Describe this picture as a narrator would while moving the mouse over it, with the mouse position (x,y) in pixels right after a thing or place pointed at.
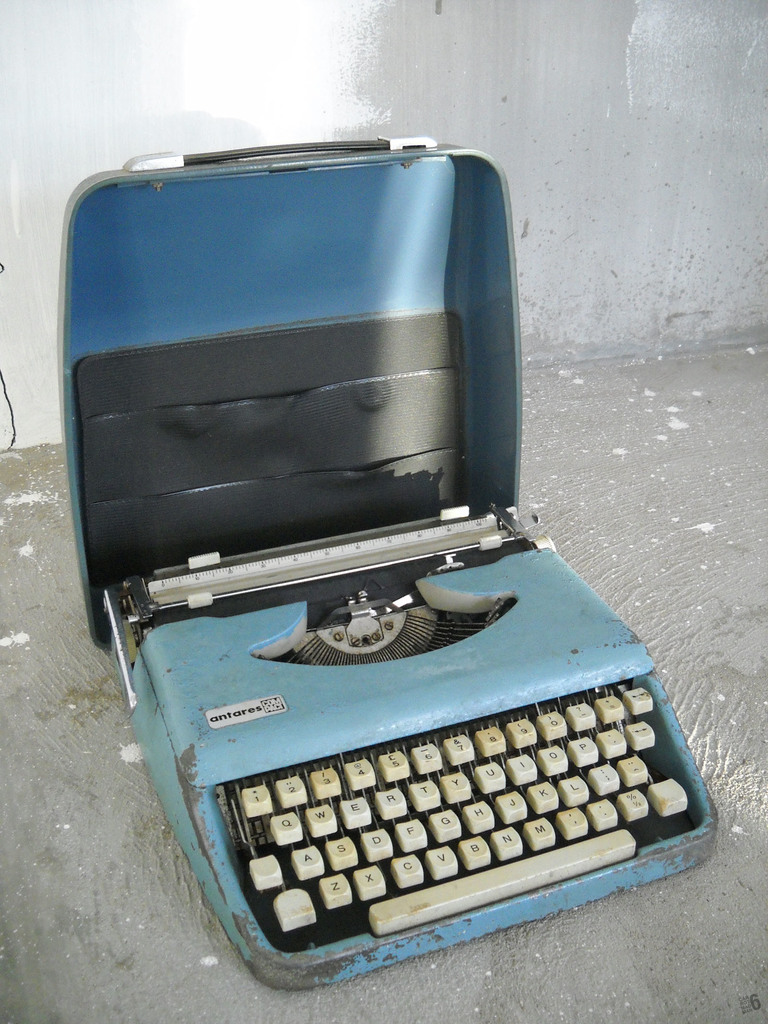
In this picture, we see a portable typewriter (503,594). It is in blue color. At the bottom (105,788), we see a cement floor (454,959). In the background (267,82), we see a wall (336,77) which is in white and grey color.
